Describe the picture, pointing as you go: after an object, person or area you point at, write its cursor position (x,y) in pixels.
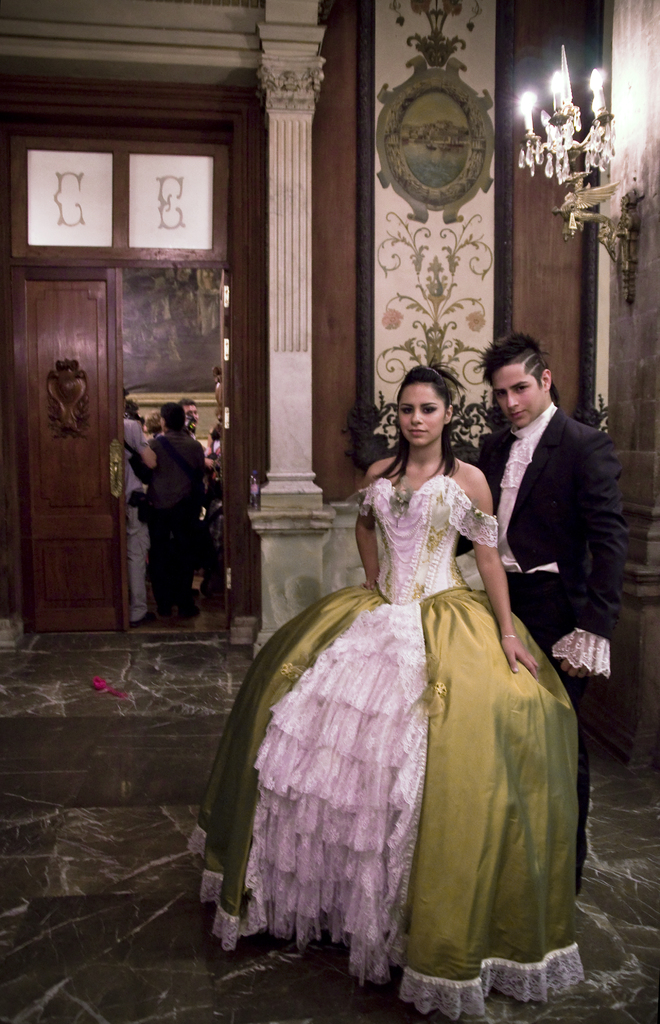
In this picture we can see a man (487,448) and a woman (384,475) standing on the ground (118,683). There are a few candles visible on the stands (574,164). We can see the art (56,376) on a wooden object (72,327). There is a pink object (110,691) visible on the ground (191,638). We can see a pillar (270,479). There is a door (50,473) and a door handle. We can see a few people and a frame (165,398) on the wall (193,309) is visible in the background (211,372).
